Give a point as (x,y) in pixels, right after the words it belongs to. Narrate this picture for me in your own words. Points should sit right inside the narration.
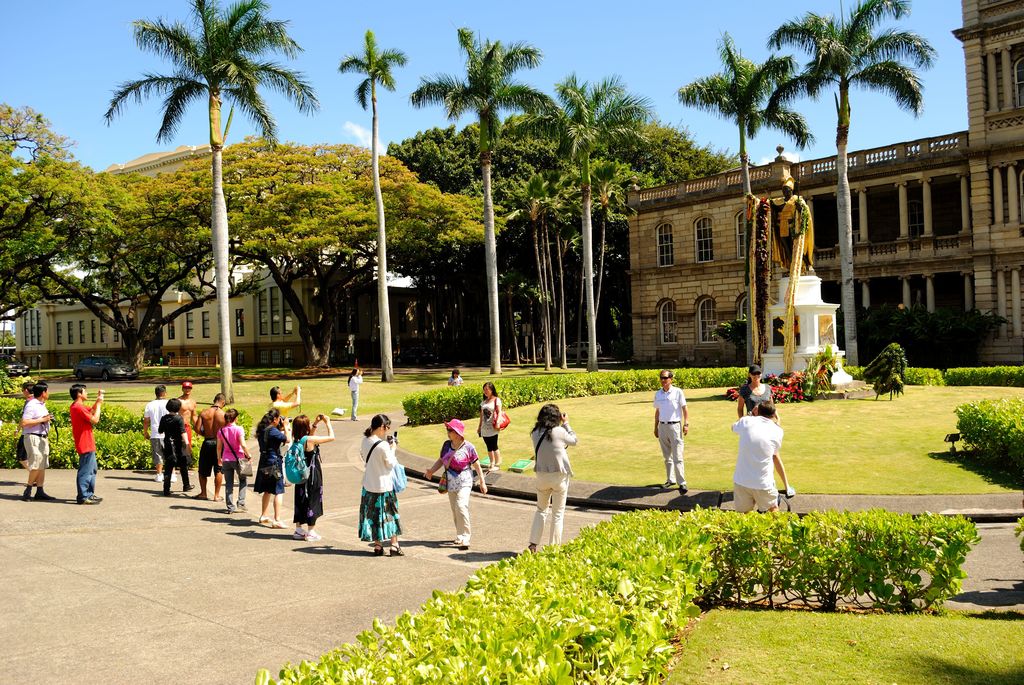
In this image there are a few people (491,463) standing and clicking images of a statue (810,331) in front of them, in the background of the image (320,305) there are buildings (159,336) and trees (313,221) and there are bushes (418,391).
